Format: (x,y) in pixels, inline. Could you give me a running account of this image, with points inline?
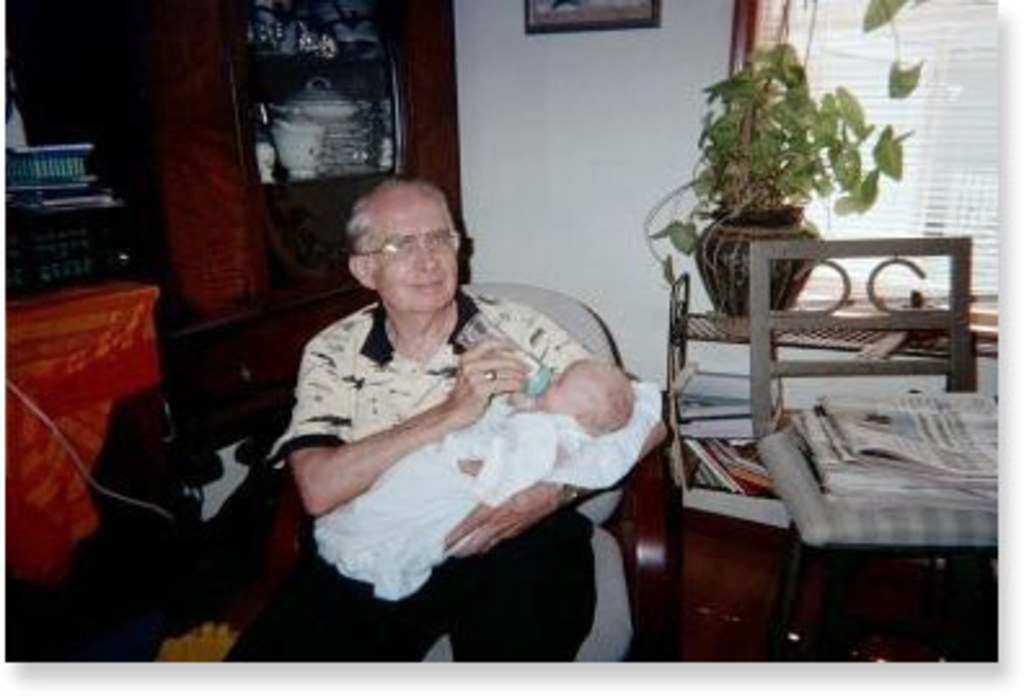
In this image, in the middle (438,385) there is a man (438,407), he is holding a baby (486,471). In the background (353,94) there are shelves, books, chair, papers (885,434), plant (770,124), wardrobe (304,191), vessels (330,164), photo frame (640,27), window (817,197) and a wall (618,228).
